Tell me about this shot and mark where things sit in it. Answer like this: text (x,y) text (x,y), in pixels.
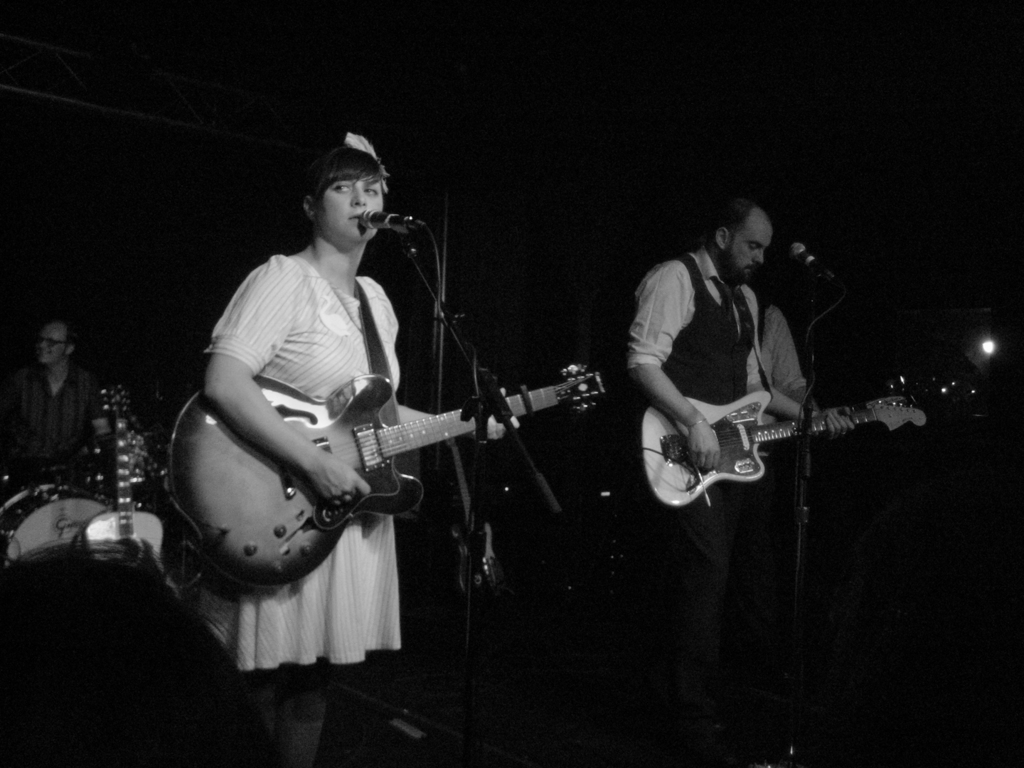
In the center of the image (387,408) there are two people (355,571). The lady (354,323) standing on the left (334,315) is wearing a white dress (366,534), she is holding a guitar (386,461) in her hand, next to her there is a man (711,448) playing a guitar (738,449). There is a mic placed before him. In the background (19,399) there is a man (33,388) playing band (96,498).
